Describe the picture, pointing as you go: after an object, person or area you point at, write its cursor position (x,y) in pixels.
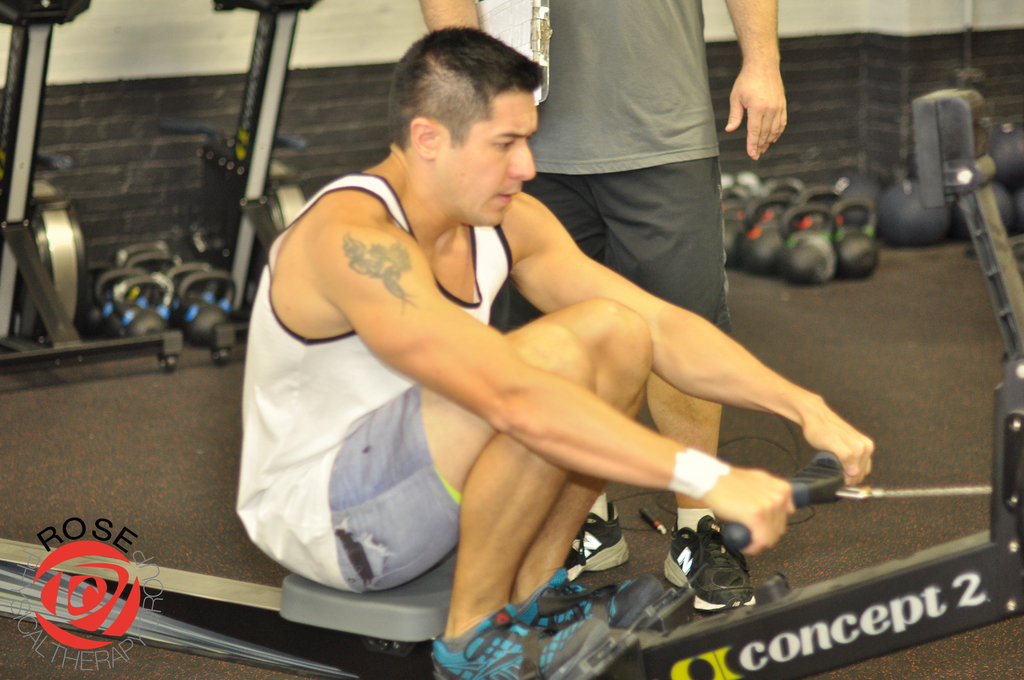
In this image I can see a person (495,405) is sitting on the exercise equipment (445,564) and holding a black colored object (812,472). In the background (631,29) I can see a person (683,160) standing, few gym equipment (258,237) and the wall (882,49) which is cream and black in color.
